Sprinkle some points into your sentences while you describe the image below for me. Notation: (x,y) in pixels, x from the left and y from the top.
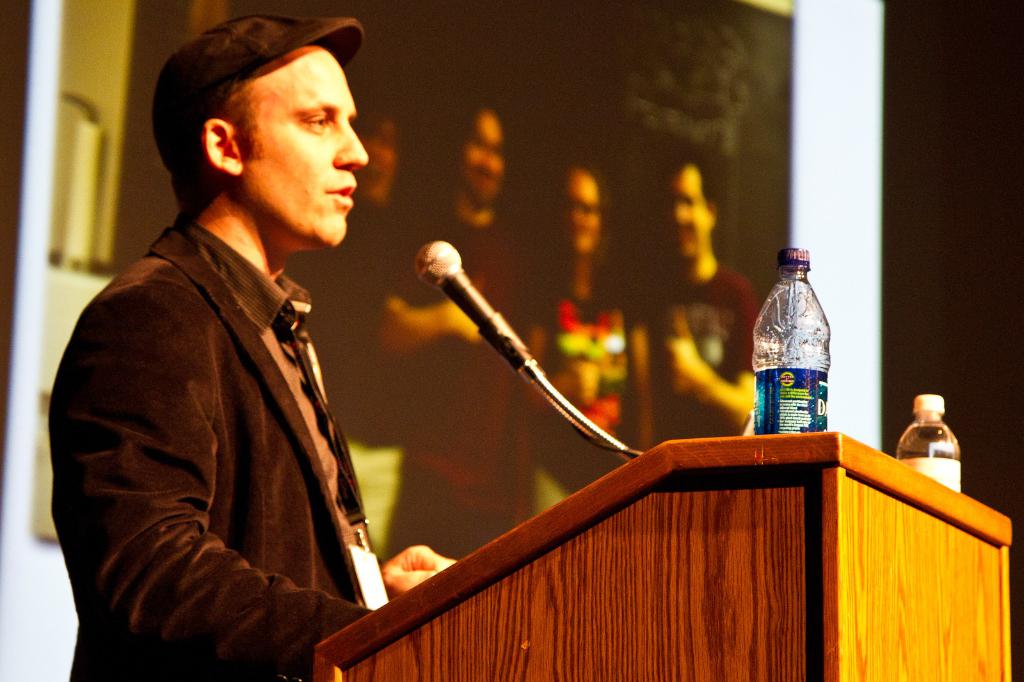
In this image there is a person (219,421) wearing black color suit (274,481) standing behind the wooden block (663,555) on which there is a microphone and water bottles (917,418).
